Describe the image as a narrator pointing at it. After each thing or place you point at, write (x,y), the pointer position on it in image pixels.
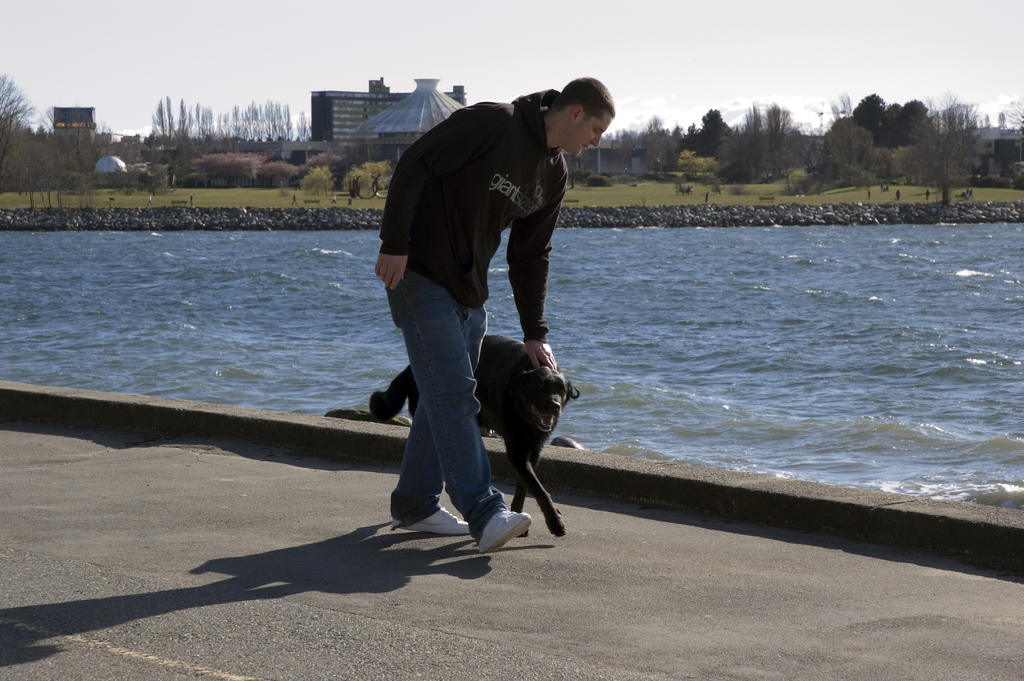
The image is taken at the outdoor. In the center of the image (447,441) there is a man (430,428) walking, he is holding a dog (516,387) in his hand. In the background (750,334) there is a river (792,310), trees (707,161), buildings (352,103) and sky (324,59).
